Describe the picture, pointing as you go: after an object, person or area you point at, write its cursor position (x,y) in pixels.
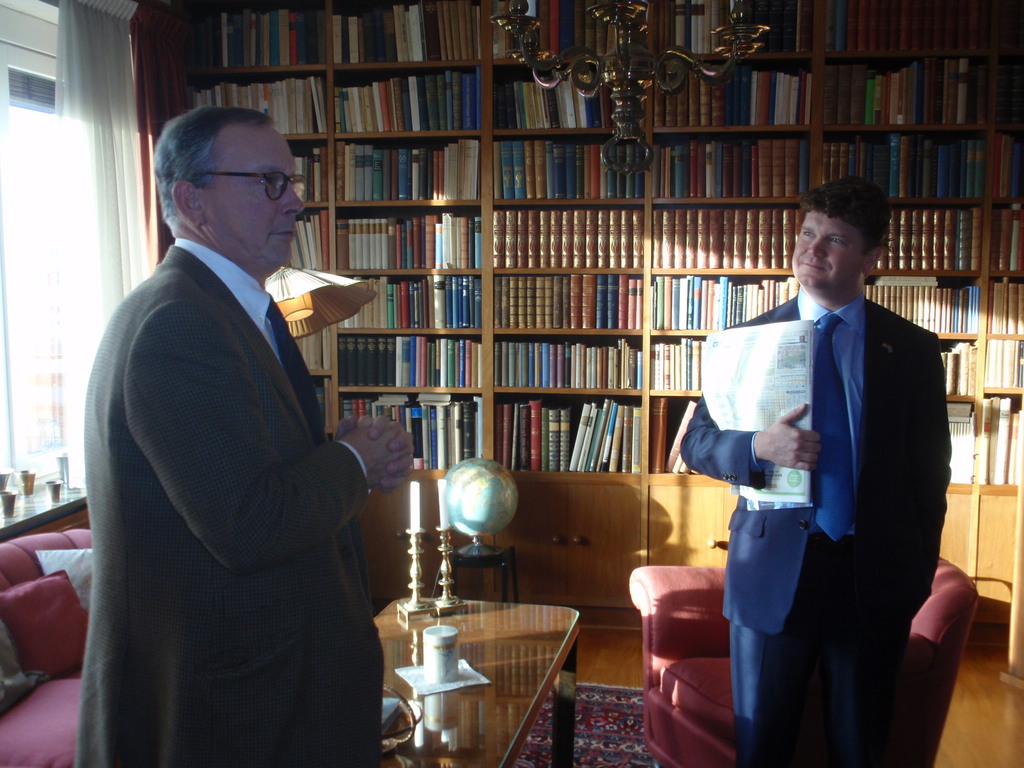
In this picture we can see two men (274,564) standing, table (513,710) with a cup (446,666), candle stands (416,571), paper (474,684) on it, sofa (53,576) with pillows (53,576) on it, chair (661,615), carpet (620,721) on the floor (611,669) and in the background (400,358) we can see a chandelier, books (659,251) in racks (699,504), globe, window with a curtain (65,35) and some objects (11,503).
